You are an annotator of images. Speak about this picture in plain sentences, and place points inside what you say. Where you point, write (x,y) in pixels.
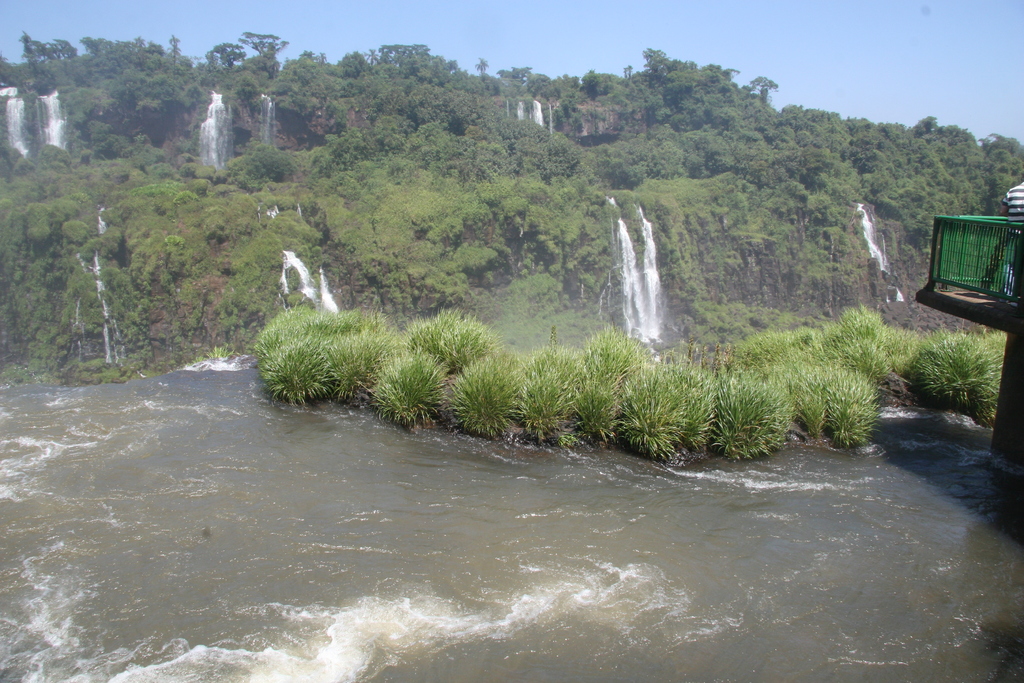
There is a river (432,544) and some plants (532,396) are present at the bottom of this image (337,476). There are some trees (316,182) and waterfalls (220,139) in the background (207,141), and there is a sky (635,52) at the top of this image (602,28). There is one person (1005,267) standing on a metal object (964,264) on the right side of this image (987,291).
